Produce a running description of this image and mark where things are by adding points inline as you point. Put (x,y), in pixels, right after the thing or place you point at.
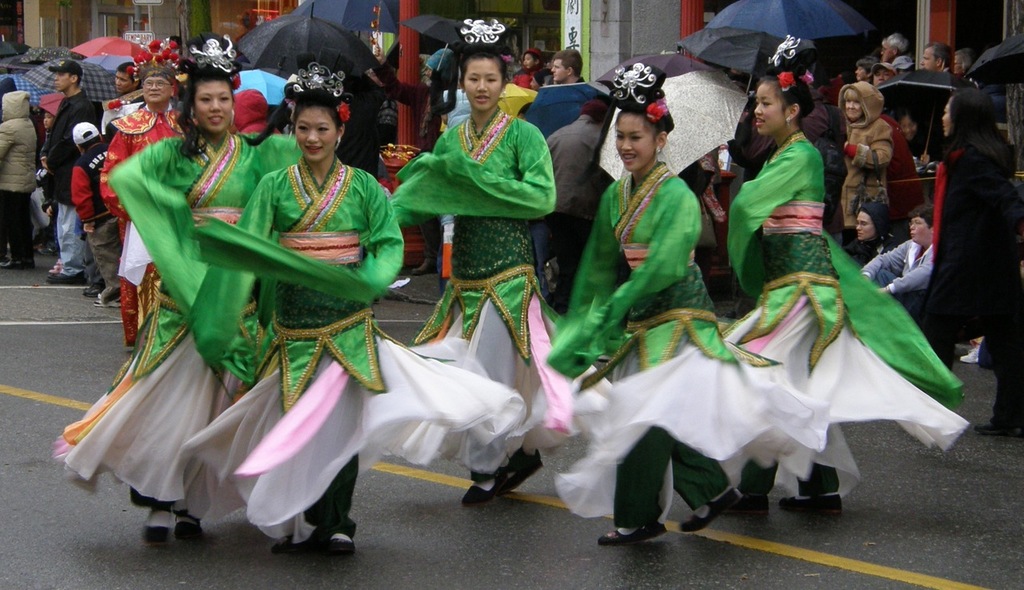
In this picture there are girls (428,188) in the center of the image (453,294), they are wearing costumes (429,177), it seems to be they are dancing and there are other people (61,235) those who are holding umbrellas (442,41) in their hands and there are buildings (540,20) in the background area of the image (418,234).
